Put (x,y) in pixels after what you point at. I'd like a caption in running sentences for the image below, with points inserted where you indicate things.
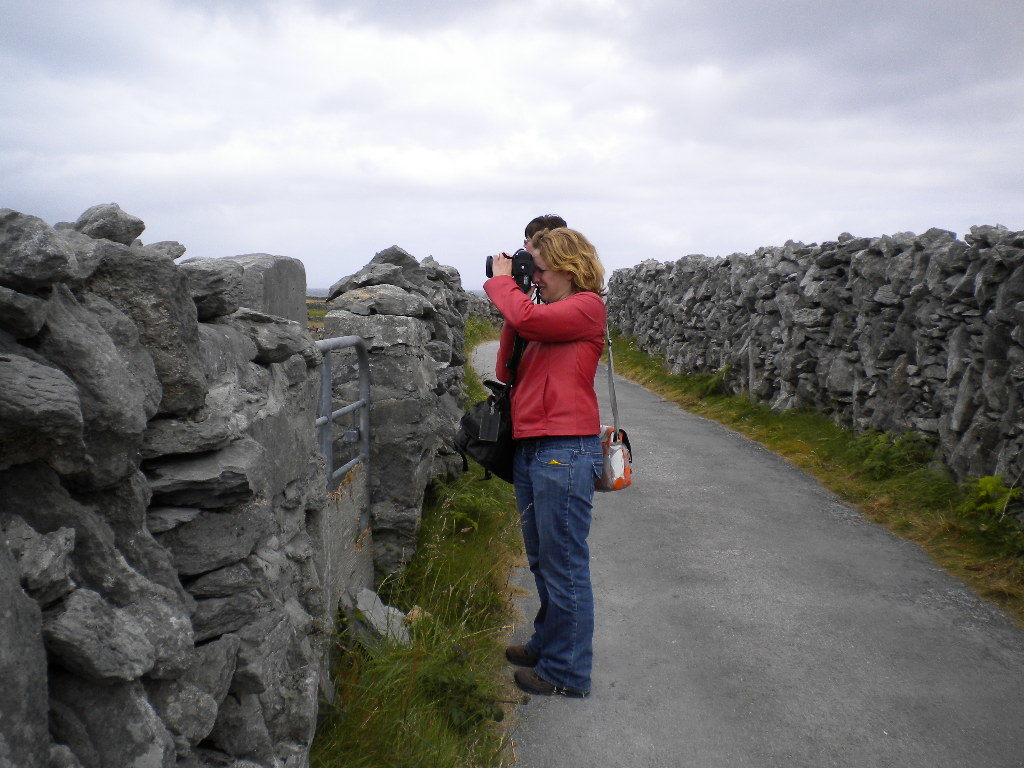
This woman (545,285) is holding a camera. Here we can see rock walls (886,329) and grass (908,439). Sky (630,152) is cloudy.
